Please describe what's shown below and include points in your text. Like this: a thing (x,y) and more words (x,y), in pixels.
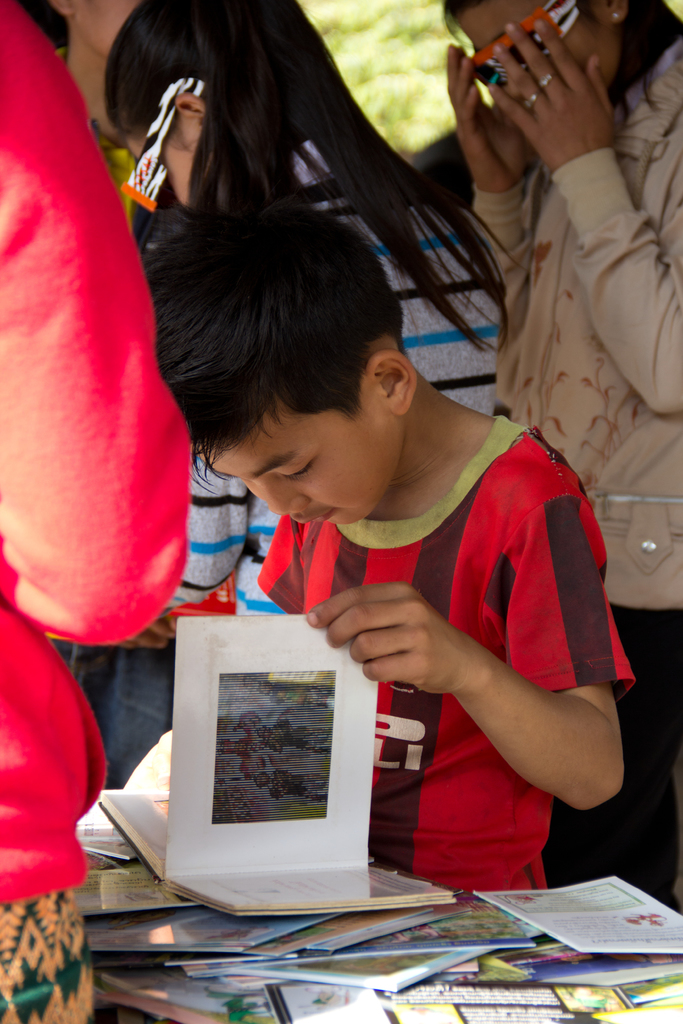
In this picture we can see few people (453,656), in the middle of the image (417,487) we can see a boy (372,503), he is holding a book (276,732), in front of him we can find few more books (403,941).
